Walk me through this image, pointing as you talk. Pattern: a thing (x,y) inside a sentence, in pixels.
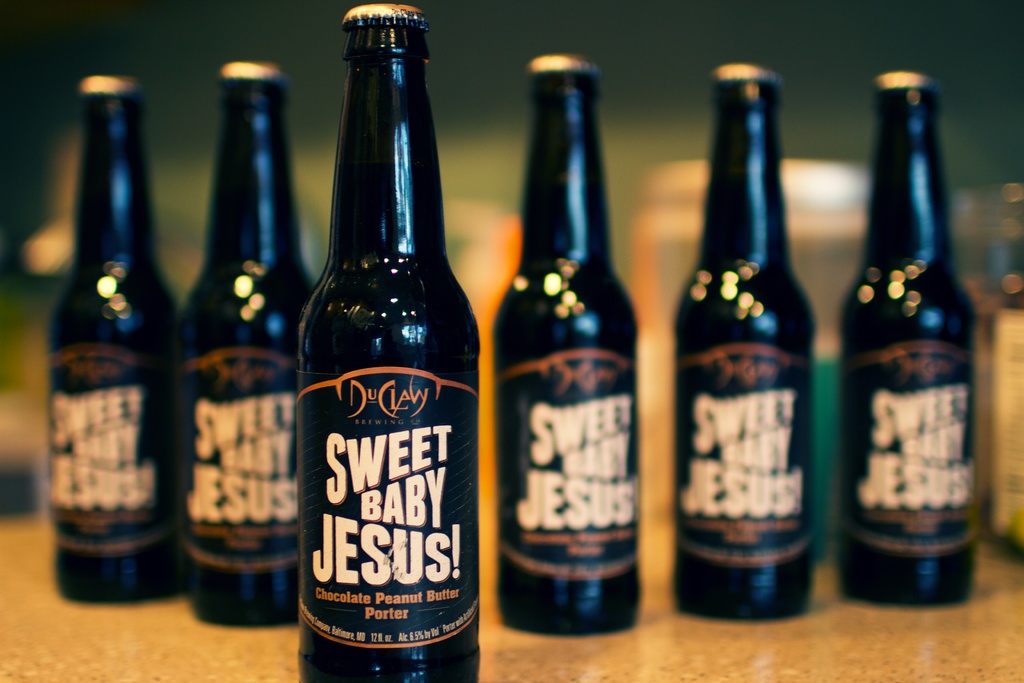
In the foreground of the picture (433,239) there is a bottle (378,283). The background (1014,338) is blurred. In the background (195,313) there are bottles (576,220).
